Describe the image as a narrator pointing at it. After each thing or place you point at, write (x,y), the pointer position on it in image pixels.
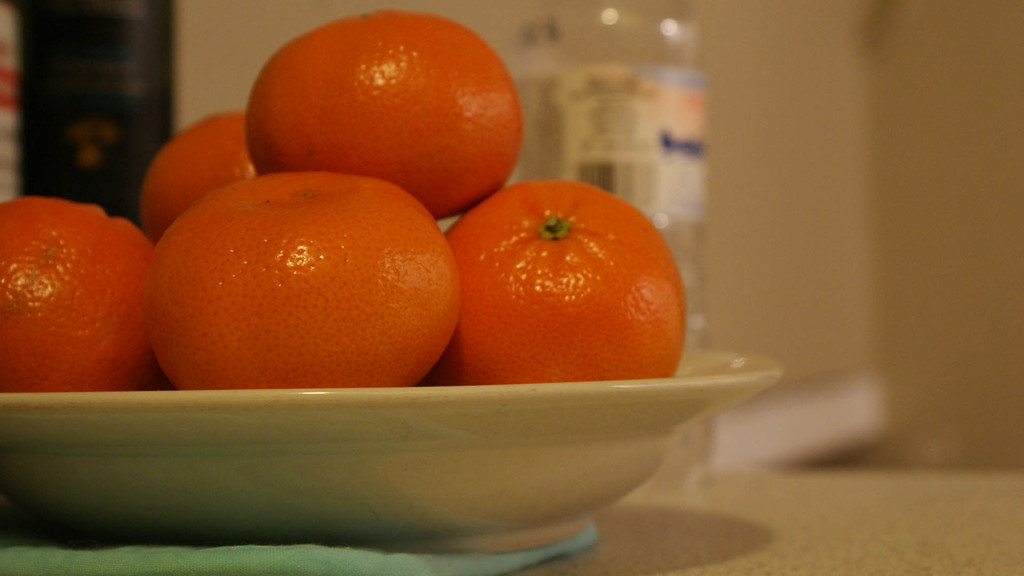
In the foreground of the image (103,331) there are oranges (253,365) in a plate (367,493). At the bottom of the image (669,522) there is table (864,524). In the background of the image (661,125) there is bottle (579,124). There is wall (834,183).
